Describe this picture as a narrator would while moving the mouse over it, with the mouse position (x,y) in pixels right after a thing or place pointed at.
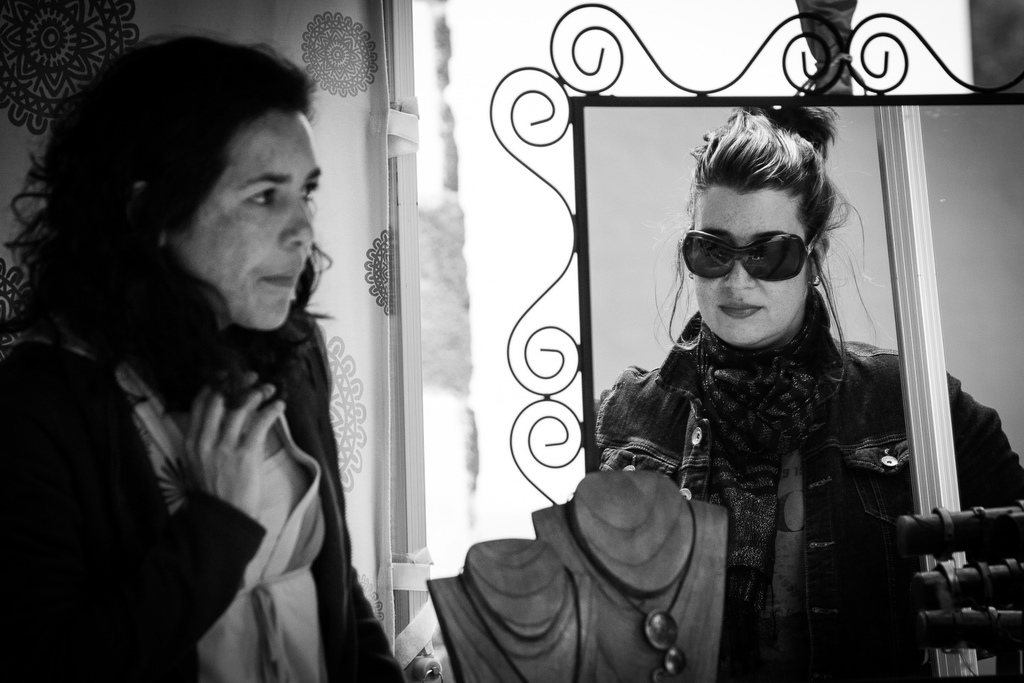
In this image I can see a woman (101,390) standing on the left (50,633). There are accessories (682,577) and a mirror (882,645) in which I can see a reflection (830,450) of a woman (824,300) wearing goggles (728,270). There are curtains (312,3) at the back (312,3) and this is a black and white image.
